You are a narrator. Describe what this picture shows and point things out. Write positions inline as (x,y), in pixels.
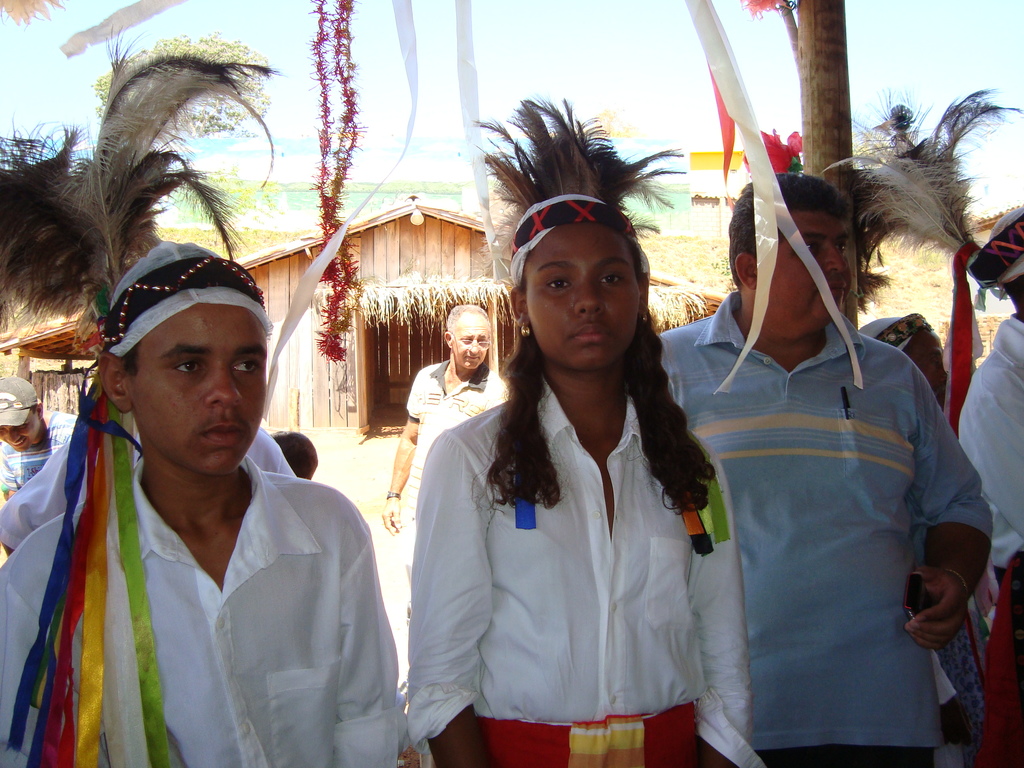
Here we can see few persons (696,463). In the background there is a hut (449,258).
